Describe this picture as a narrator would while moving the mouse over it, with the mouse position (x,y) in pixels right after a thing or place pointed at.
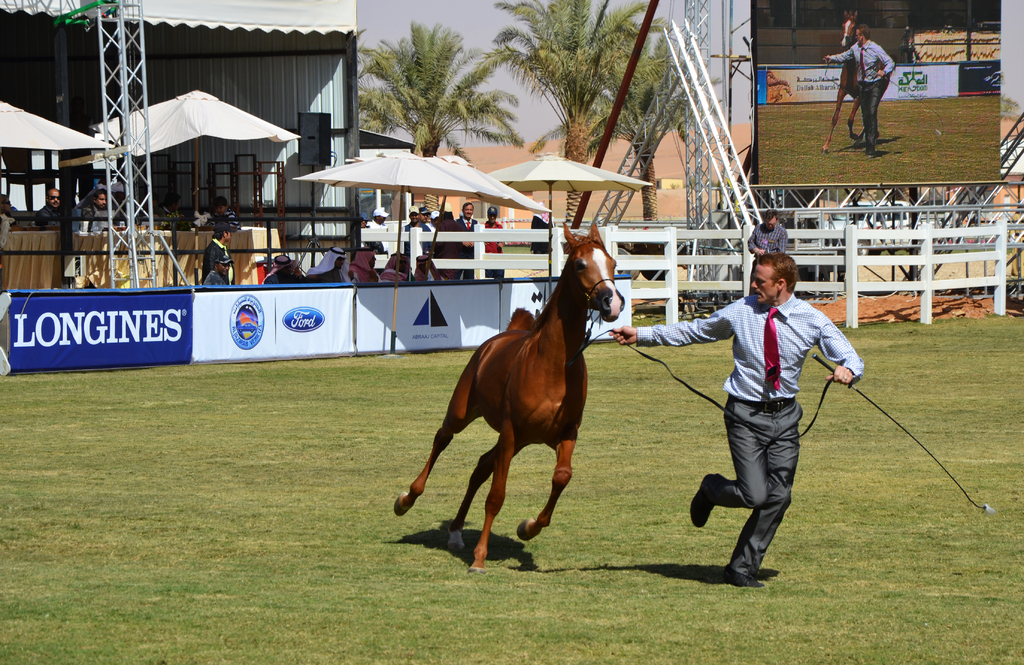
In this picture i could see a person (746,343) holding the horse rope (588,344) and running along with the horse (528,386), it looks like court (684,566) with green grass (322,516). In the background (422,216) i could see some persons (464,251) standing and watching the show under the umbrellas (478,197) back of him there are some trees (435,113) and a wall screen (915,59).
